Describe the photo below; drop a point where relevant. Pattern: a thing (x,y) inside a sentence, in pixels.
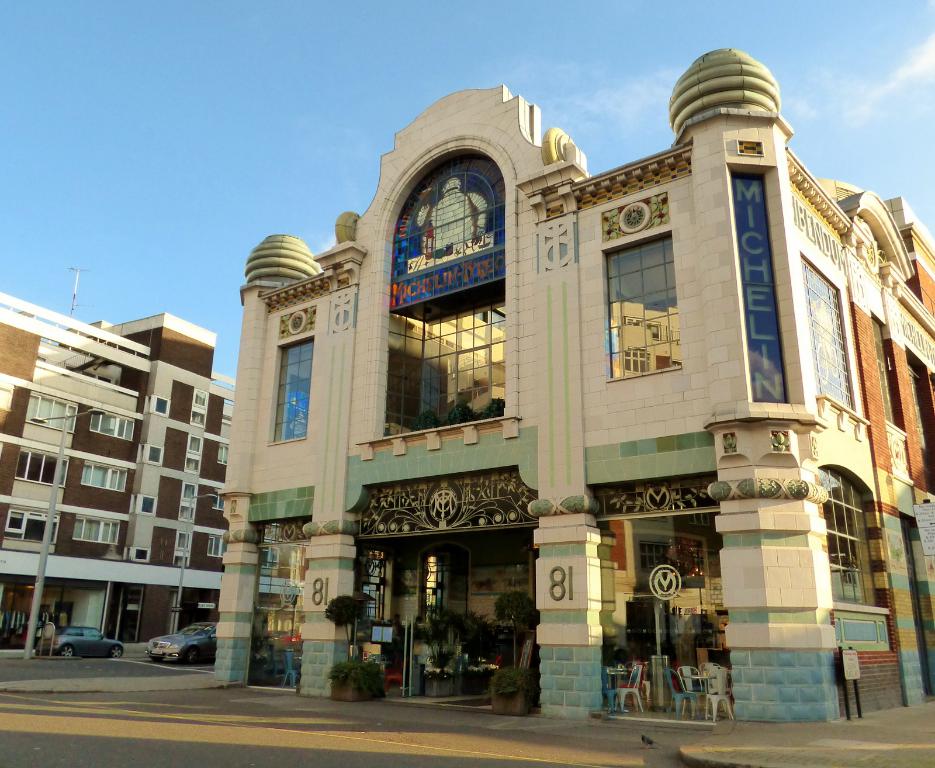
This image is taken outdoors. At the top of the image (163,110) there is the sky (274,83) with clouds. At the bottom of the image (255,723) there is a road (548,750). On the left side of the image (103,546) there is a building (169,497) with walls (98,511), windows (92,484), doors (123,604), balconies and a roof (165,325). There is a pole (55,507) with street lights (64,451). Two cars (102,636) are parked on the road (58,661). In the middle of the image (588,359) there is a building (433,444) with walls (316,440), doors (258,603) and pillars (747,617). There are a few carvings (487,526) on the walls (753,446). There are a few plants (347,603) in the pots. There are many empty chairs (673,672) and there is a board (853,662).
